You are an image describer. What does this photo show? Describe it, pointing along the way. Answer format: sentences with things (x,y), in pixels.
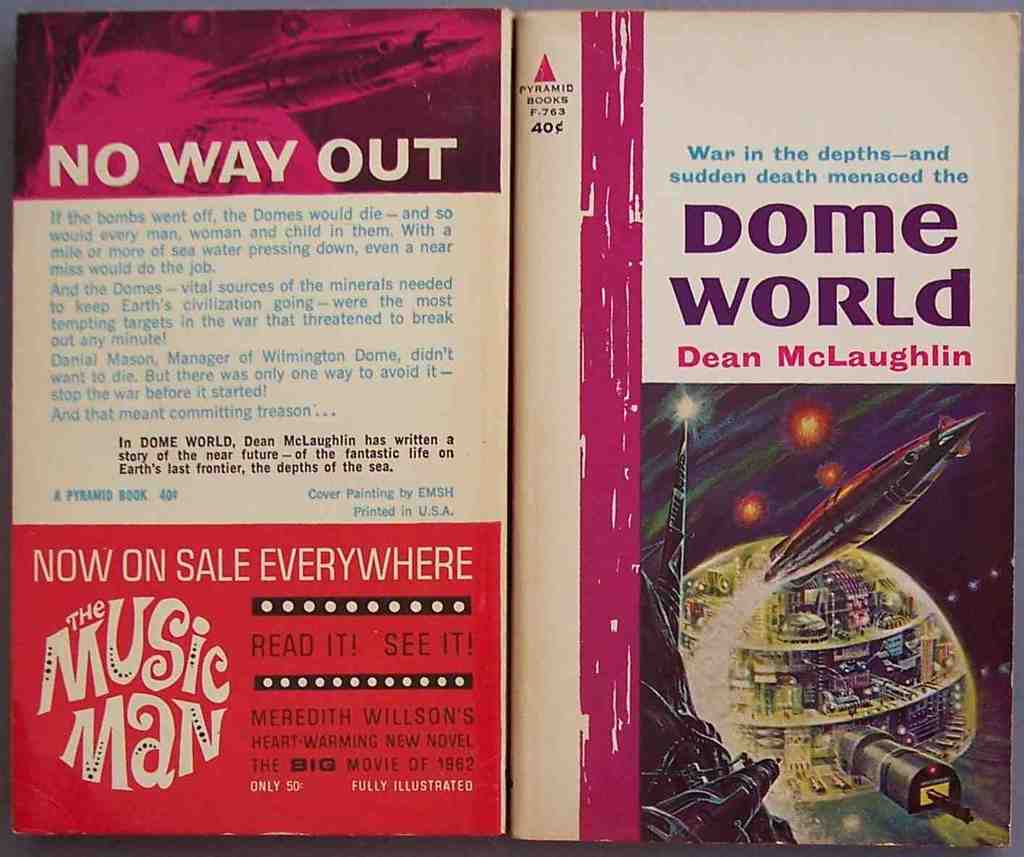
In this image we can see two books (777,524) which are placed on the surface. We can also see some pictures (774,657) and text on them.
